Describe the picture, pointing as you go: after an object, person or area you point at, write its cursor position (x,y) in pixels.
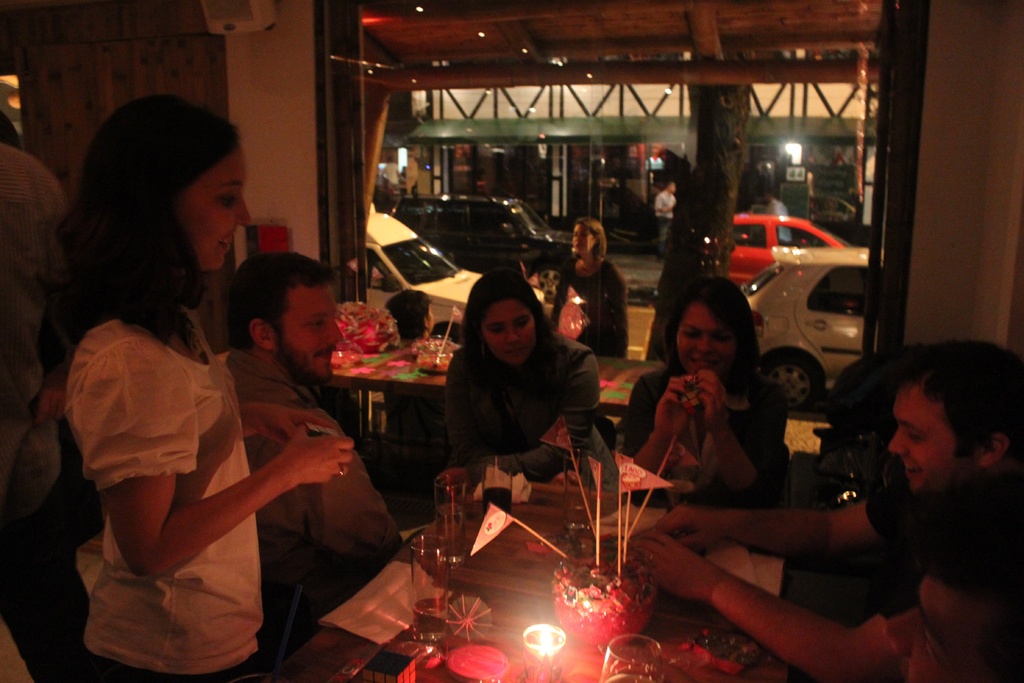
In this image there are a few tables (508,557), on which there are glasses (436,561), flags (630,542) and other objects (541,666) are arranged, around the table (518,663) there are a few people (487,365) sitting and standing with a smile on their face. In the background (825,272) there are a few vehicles (803,275) are moving on the road (645,266), there is a tree (702,184) and a few people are walking on the pavement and there is another building (552,133).
